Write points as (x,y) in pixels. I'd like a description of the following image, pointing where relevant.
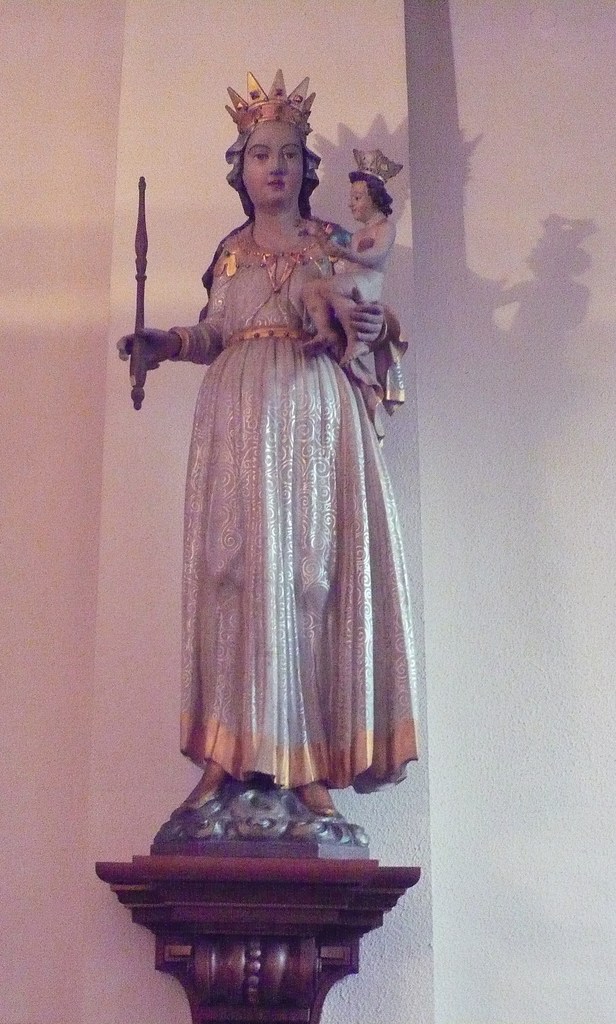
In this image, I can see the sculpture (229,532) of a woman (207,707) standing and carrying a child (328,312). In the background (444,649), there is a wall (493,309). At the bottom of the image (318,874), I can see a wooden object (283,950).
